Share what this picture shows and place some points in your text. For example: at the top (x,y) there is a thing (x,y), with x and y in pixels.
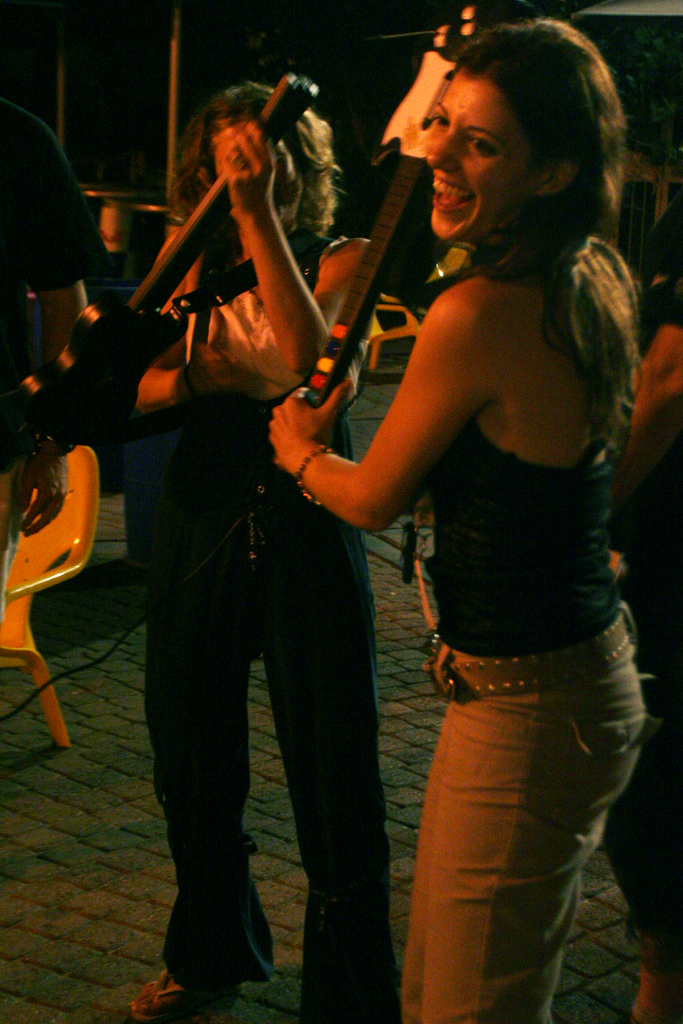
In this picture we can see woman (585,663) standing holding guitar (408,169) in her hand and she is smiling and in the background (306,260) we can see woman (221,575) standing and holding guitar (76,413), chair (80,496), floor (72,827) and pillars (170,135).
